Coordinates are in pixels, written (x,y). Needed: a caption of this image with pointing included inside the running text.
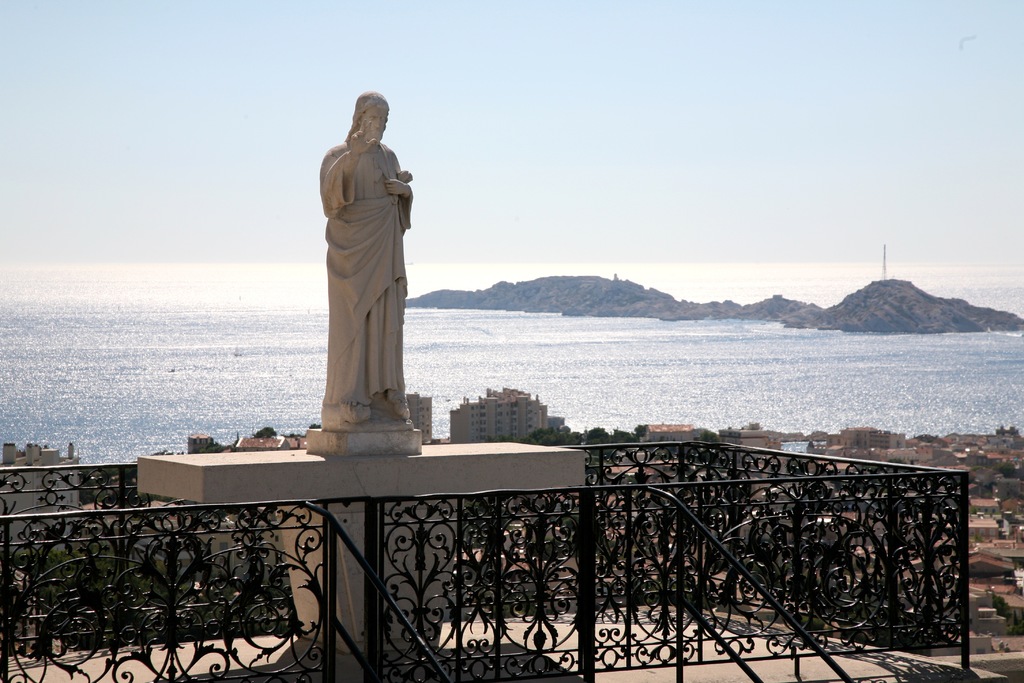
In the middle of the picture (372,230), we see the statue (358,343). Beside that, we see an iron railing (320,509) in black color. Behind that, we see buildings (511,413) and trees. In the background (181,358), we see water (137,302) and this water (179,314) might be in the sea (549,329). We see the hills (662,305) in the background (674,308). At the top (575,138), we see the sky (505,102).
